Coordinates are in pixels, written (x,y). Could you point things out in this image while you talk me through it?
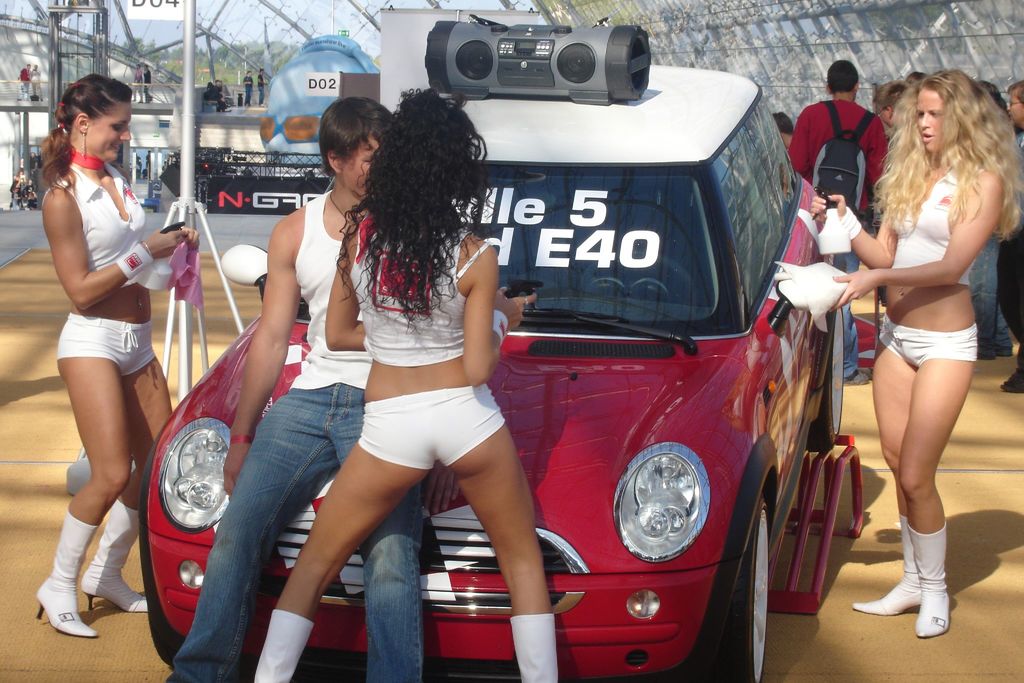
In the image there is a red car (704,416) in the middle (438,396) with three women (94,265) in white bikini (108,323) standing around it and a man (312,380) sitting on its hood (560,496), in the back (854,131) there are few people (823,118) standing on the right side (815,137), and on the left side (225,93) there is a stage (229,179) and few people (22,185) walking on the floor (216,241).
